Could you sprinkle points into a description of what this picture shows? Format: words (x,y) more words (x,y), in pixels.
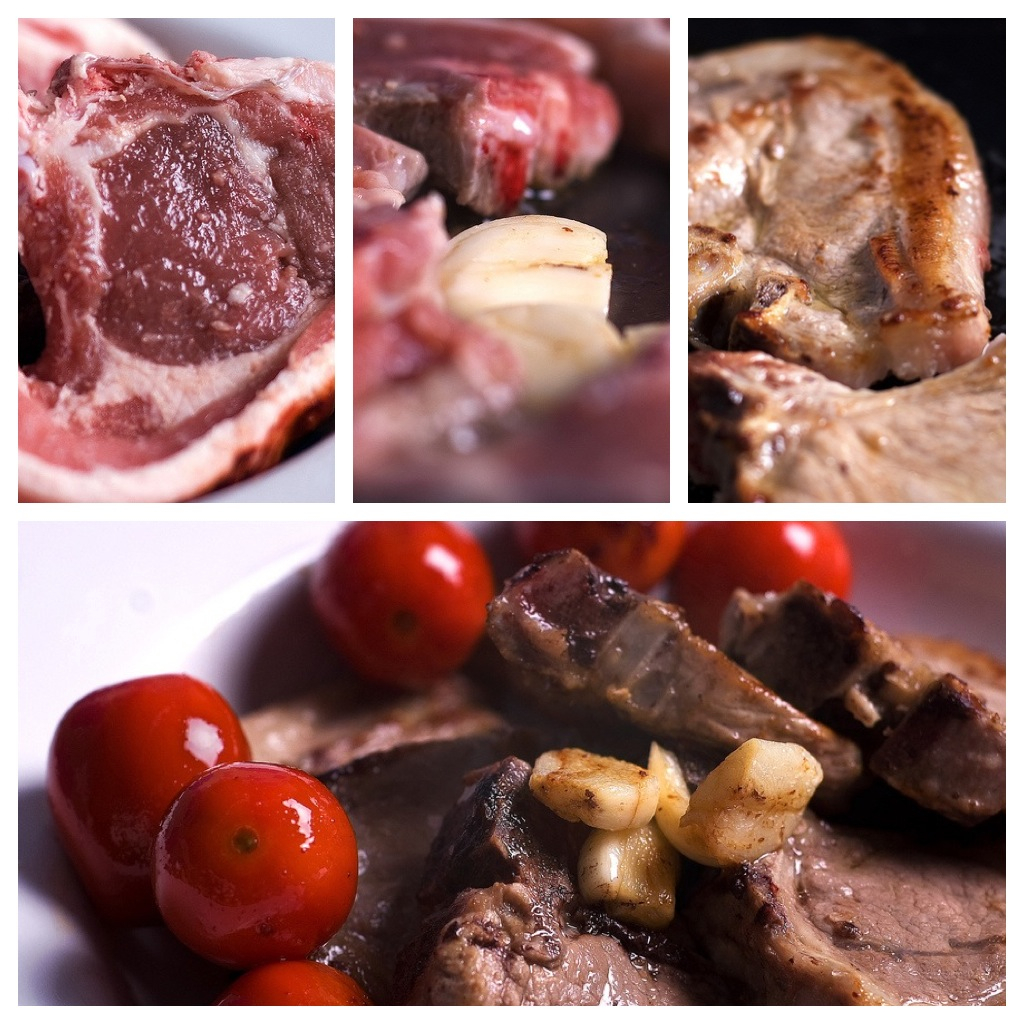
This is the collage picture of different food items (924,435) made up of meat (910,107).
